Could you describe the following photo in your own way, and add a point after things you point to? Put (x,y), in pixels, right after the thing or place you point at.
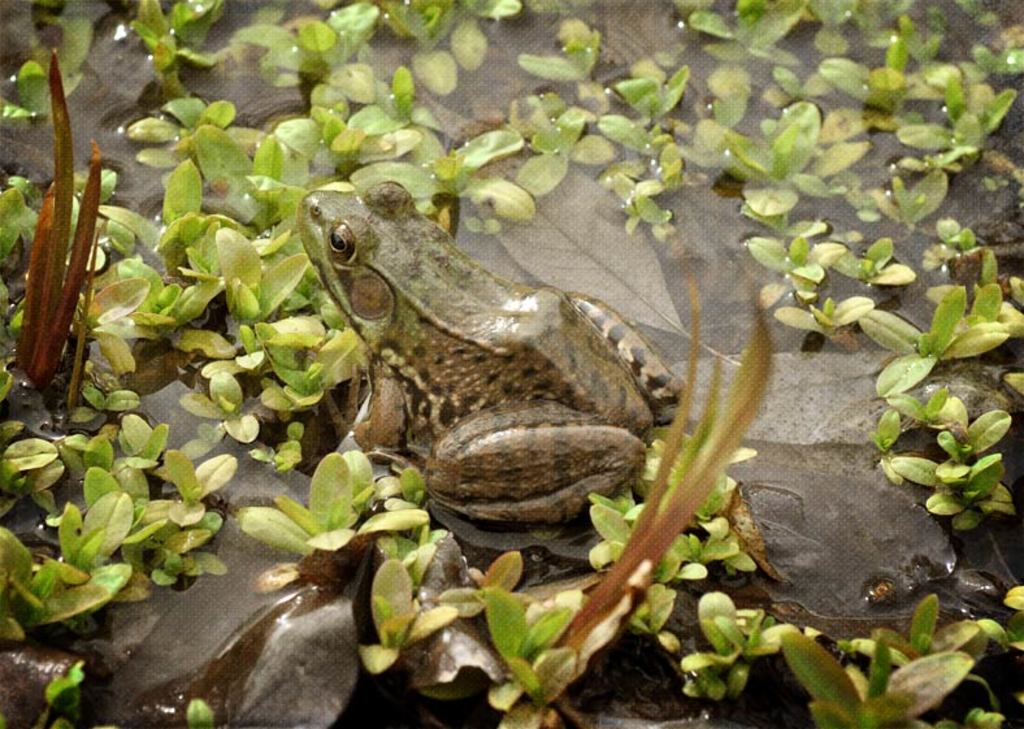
In this image we can see frog (481,437) and plants (296,381) on the water (712,280).
